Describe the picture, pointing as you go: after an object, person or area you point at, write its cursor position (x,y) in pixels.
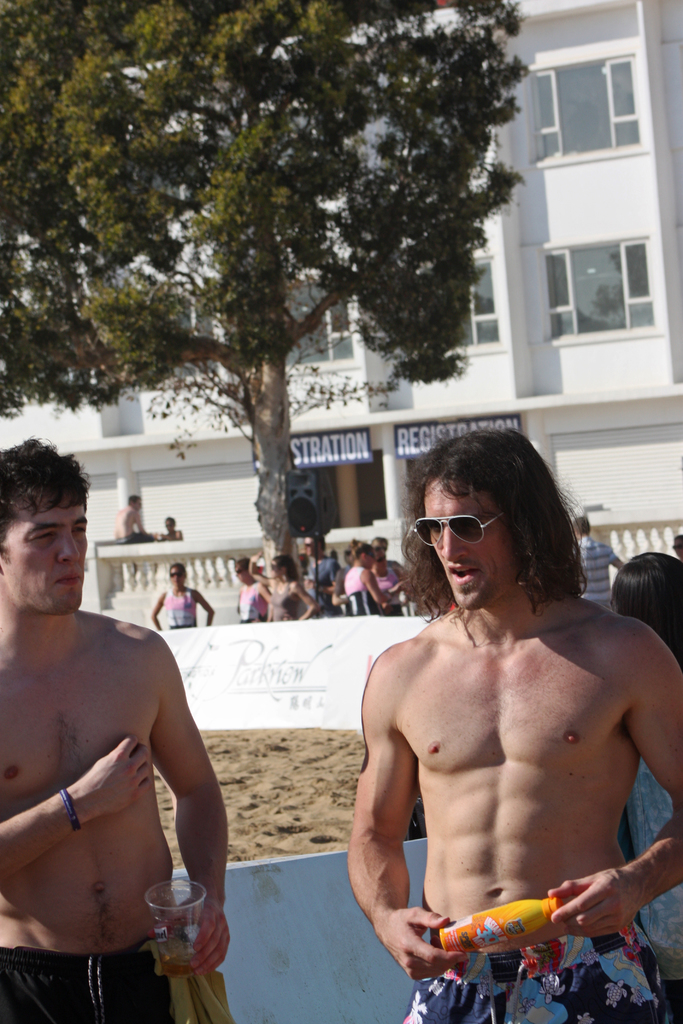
In this image a person (451,519) wearing goggles (441,541) is standing and holding a bottle (447,936) in his hand (397,923). Beside there is a person (102,864) holding a glass (154,921) in his hand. Few persons (238,598) are standing behind the banner (351,663). Behind them there is a tree (280,553). Few persons (173,532) are behind the fence (172,563). Top of image (572,292) there is a building (581,327) having name boards (440,427) attached to the wall (394,445).
